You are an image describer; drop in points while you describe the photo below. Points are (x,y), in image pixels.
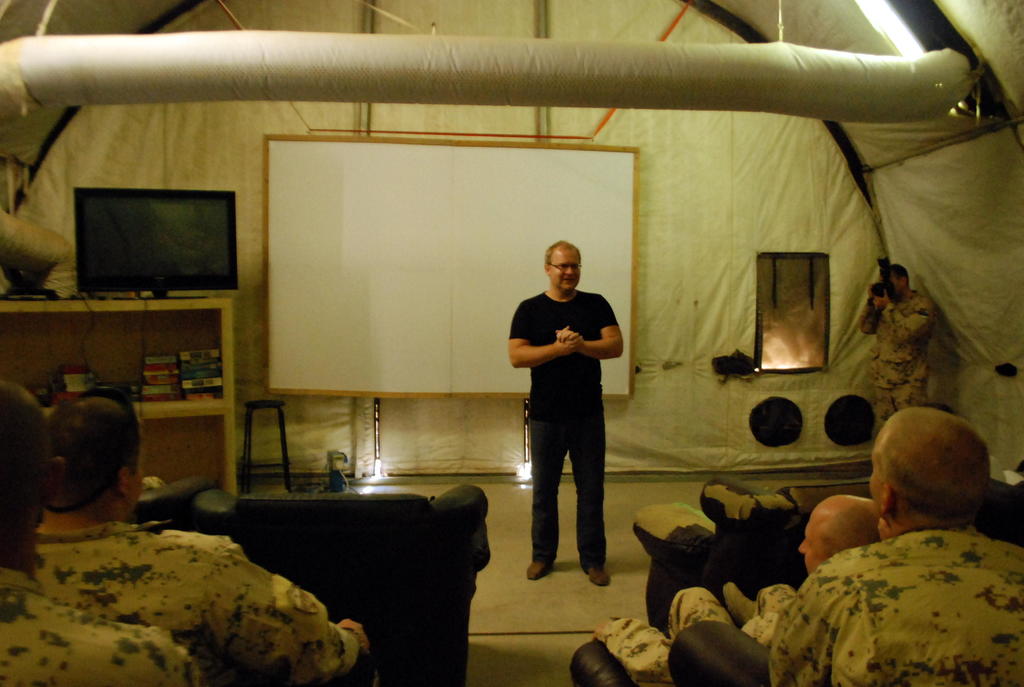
In this image there is a TV (114,234) on the table (173,303), under that there are books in the shelf (44,383), beside the table (8,345) there is a white board (295,385) on the wall (968,329) also there is a man (546,507) in black costume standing in the middle (576,411) and speaking in front of him there are so many other people (897,624) sitting in the chairs (172,484) also there is other man (902,313) standing at the right corner (885,321) holding a camera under the tent (497,432).
